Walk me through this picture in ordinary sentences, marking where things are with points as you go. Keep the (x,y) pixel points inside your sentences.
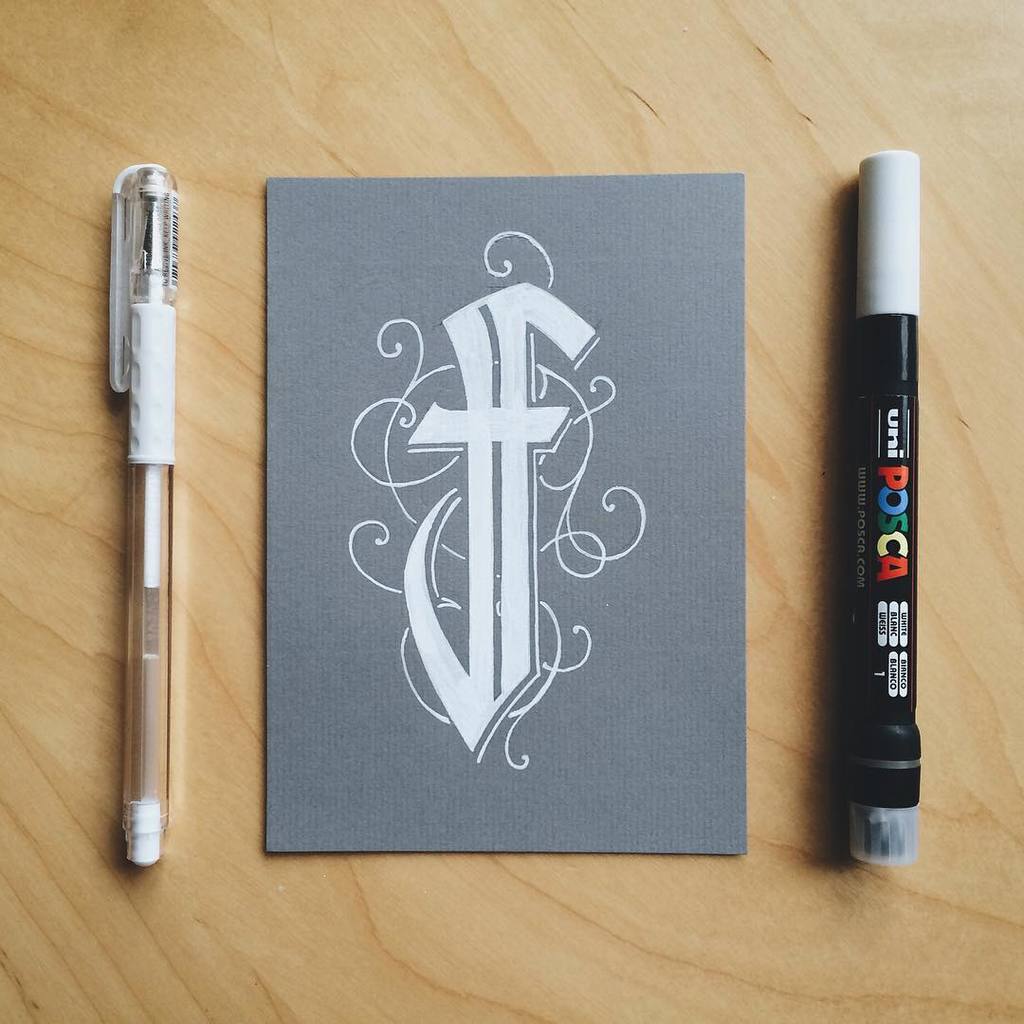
In this picture I see a grey color paper (393,255) on which there is a logo (478,367) and I see the pen (165,677) on the left side of this paper (273,346) and I see a marker (905,358) on the right side of this paper (502,473) and these 3 things (532,375) are on the surface (118,167) which is of light brown in color.
